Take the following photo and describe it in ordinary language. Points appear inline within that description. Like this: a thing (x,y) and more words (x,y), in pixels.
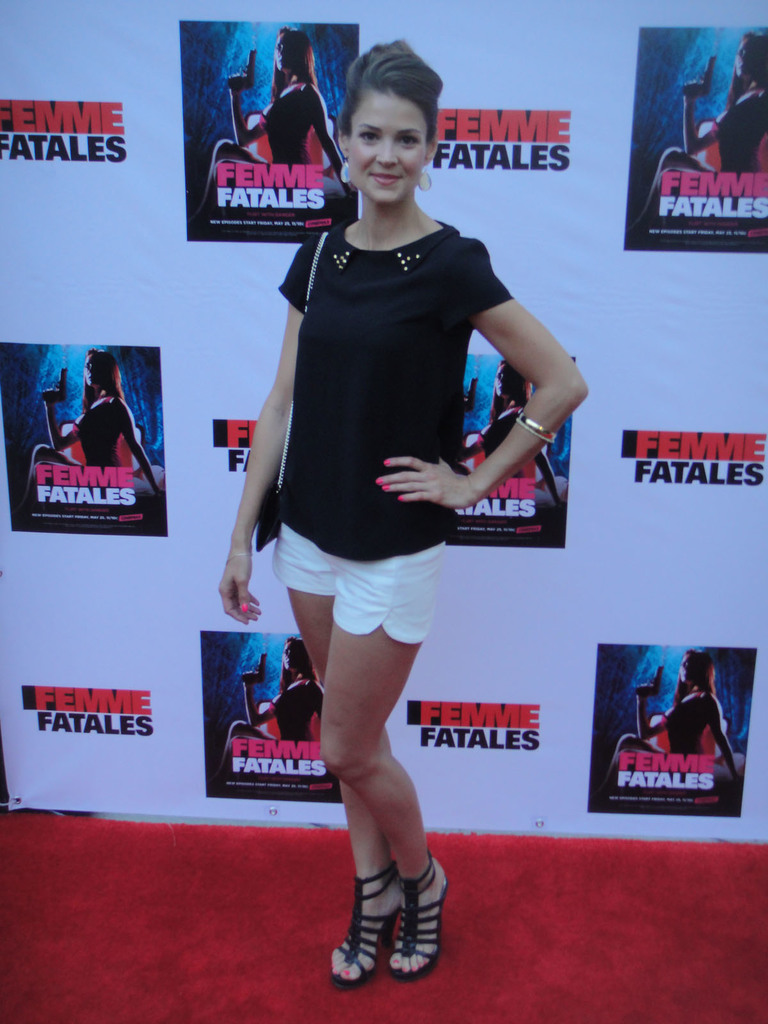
In this picture I can see a woman (379,584) is standing and smiling. The woman (349,394) is wearing black color top (351,397), white color shorts (374,584) and footwear's (370,930). In the background (264,300) I can see a board (615,591) on which I can see some pictures (296,107) of women (244,126) and logos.
